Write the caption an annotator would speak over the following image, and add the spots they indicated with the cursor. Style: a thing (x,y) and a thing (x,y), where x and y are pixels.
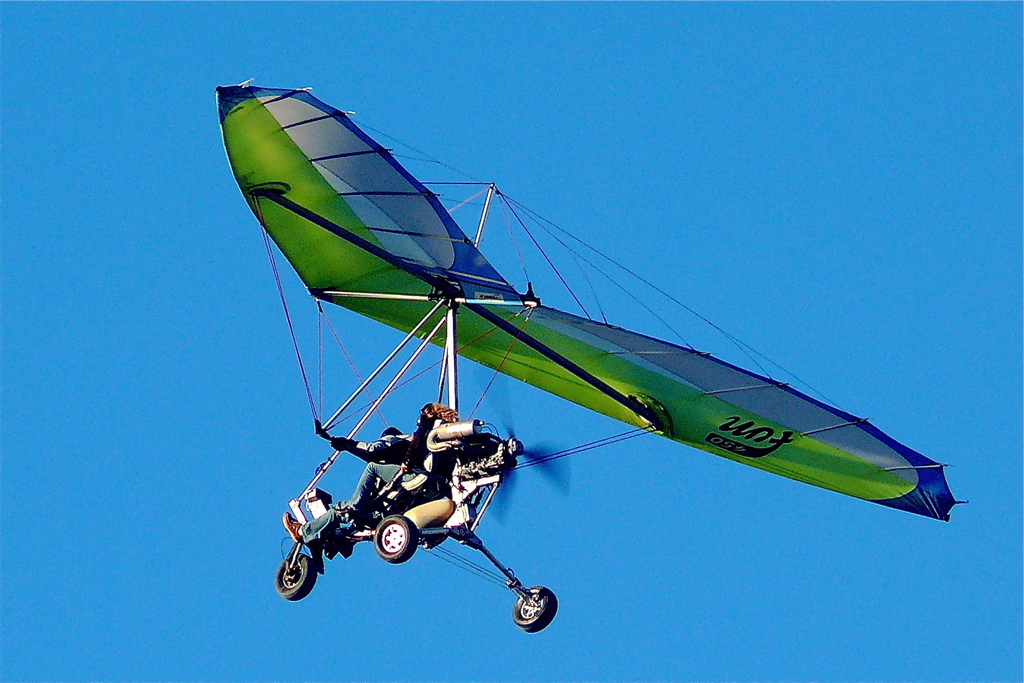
In this picture we can see green color ultralight aviation (487,362) flying in the sky (506,507).
